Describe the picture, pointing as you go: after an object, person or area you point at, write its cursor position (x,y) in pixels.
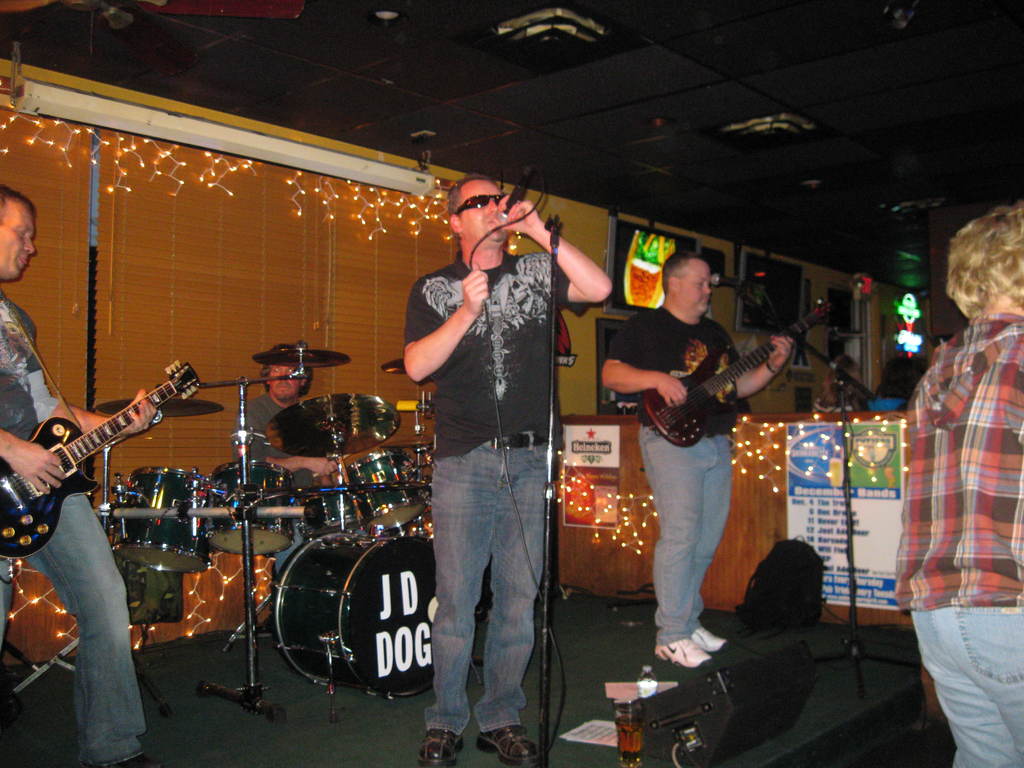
In this image there are group of persons (516,547) who are playing musical instruments (415,513).
